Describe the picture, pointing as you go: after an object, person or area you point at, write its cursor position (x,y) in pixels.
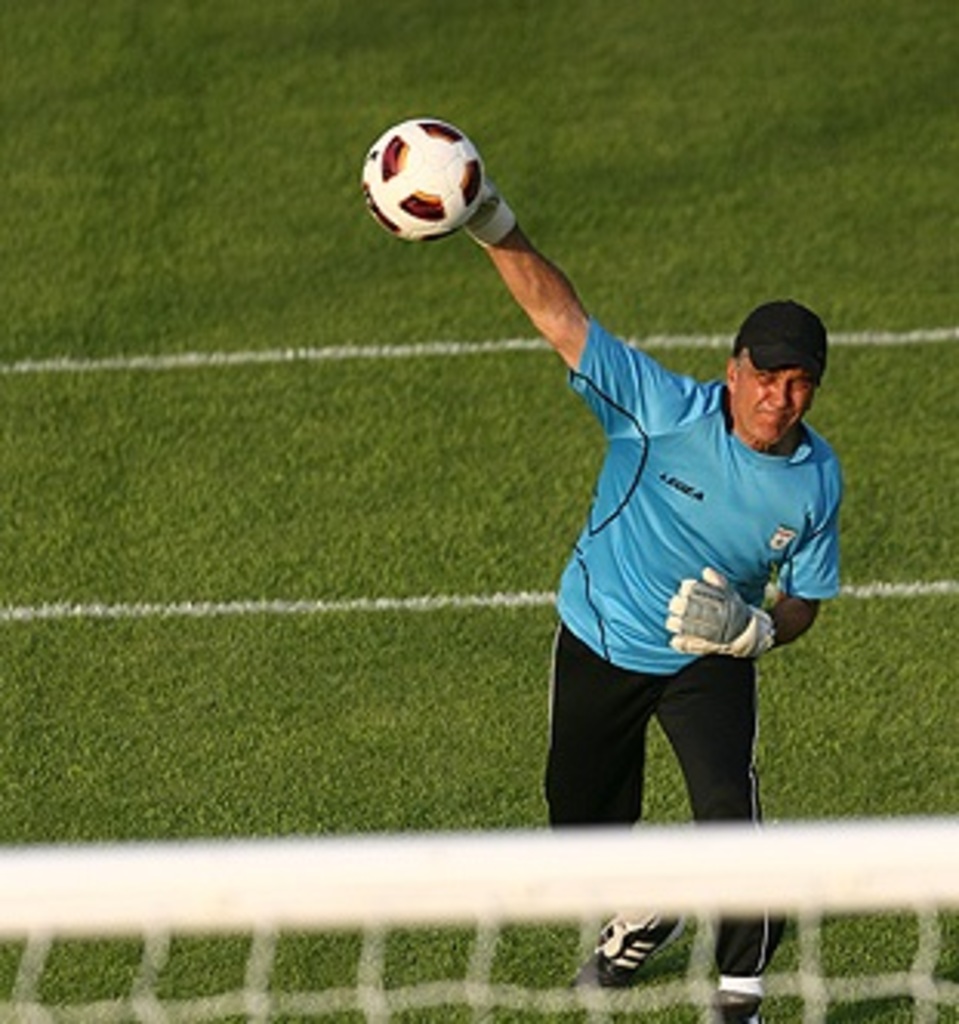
In this image I can see a man (751,537) is throwing the ball (472,194), he wore blue color t-shirt (654,533), black color trouser (614,735), shoes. At the bottom (394,919) it is the net (369,955), this is the grass (329,618).
